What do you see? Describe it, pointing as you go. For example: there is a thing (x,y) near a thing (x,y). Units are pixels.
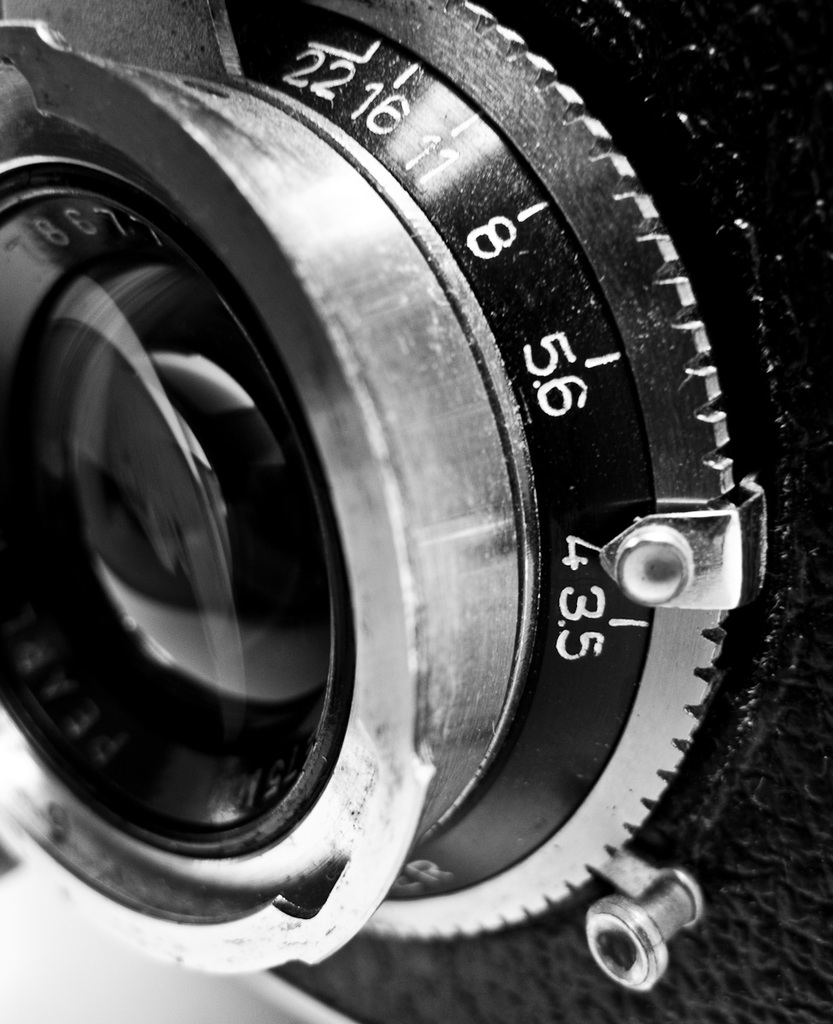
It looks like a black and white picture. We can see a lens (128,520) and an aperture ring (543,402).
